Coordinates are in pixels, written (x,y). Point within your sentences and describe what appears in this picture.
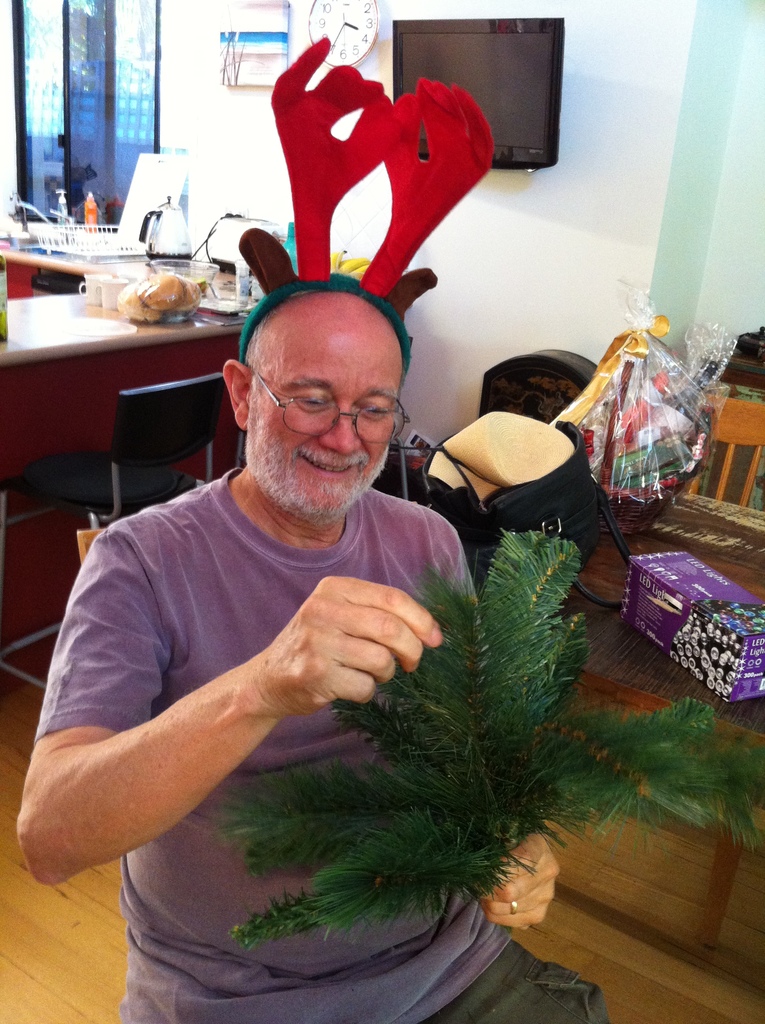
In the background (453,29) we can see a television (508,67), clock (367,28) and an object (267,29) on the wall (649,86). In the left corner (148,72) it seems like a window glass (123,69). In this picture we can see the cups (107,294), kettle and few other objects (127,289) on a table (24,339). We can see a chair (169,454). We can see a man (307,451) wearing spectacles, fancy cap (425,282) and he is holding a plant (408,818). He is smiling. On the right side of the picture (743,674) we can see a bag (589,552), box (662,587) and few objects (722,341) on a table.
